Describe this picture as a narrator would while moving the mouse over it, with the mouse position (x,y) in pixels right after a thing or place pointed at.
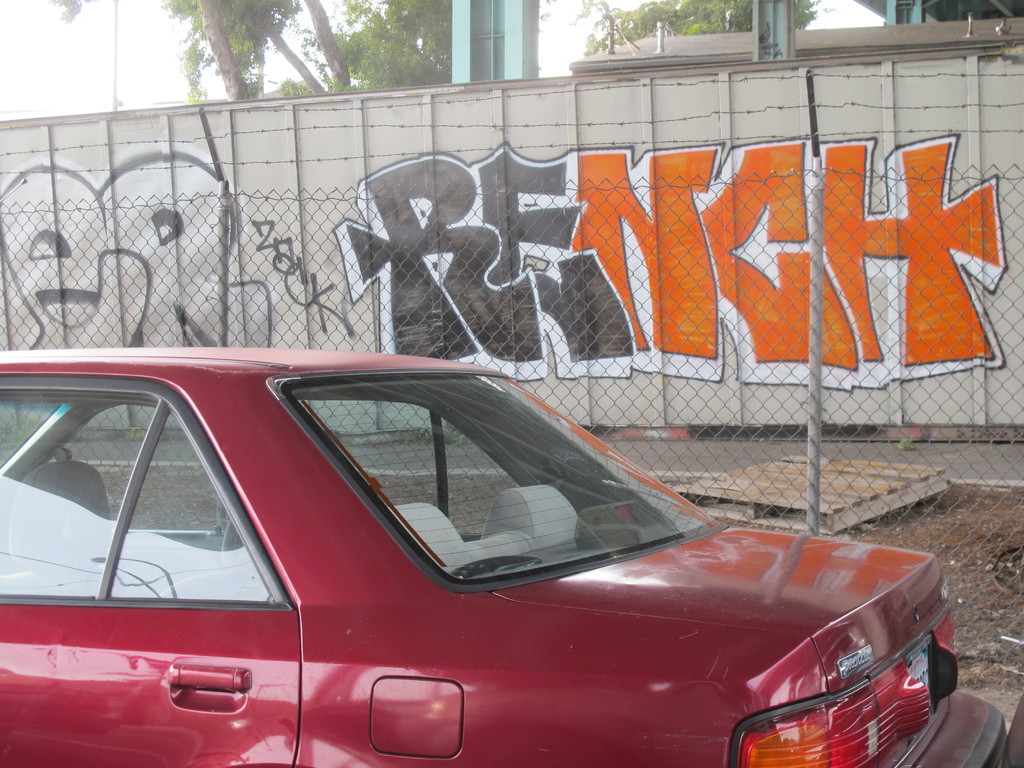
In this image we can see a car (652,692), fence (562,313), a wooden object (835,500) on the ground (802,528), wall (583,291) with text (598,257), pillars (525,75), few trees (434,31) and the sky (575,17) in the background (707,23).
